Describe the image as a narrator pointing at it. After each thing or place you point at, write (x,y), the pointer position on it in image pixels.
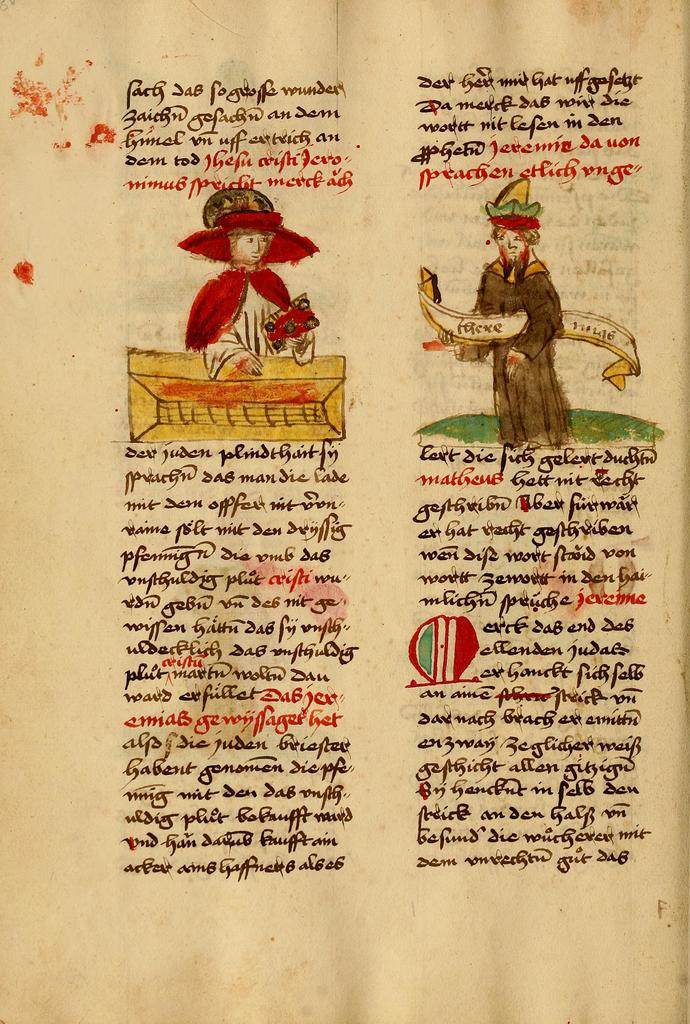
In this image, we can see a paper (545,730) contains depiction of persons (522,307) and some written text (458,502).
